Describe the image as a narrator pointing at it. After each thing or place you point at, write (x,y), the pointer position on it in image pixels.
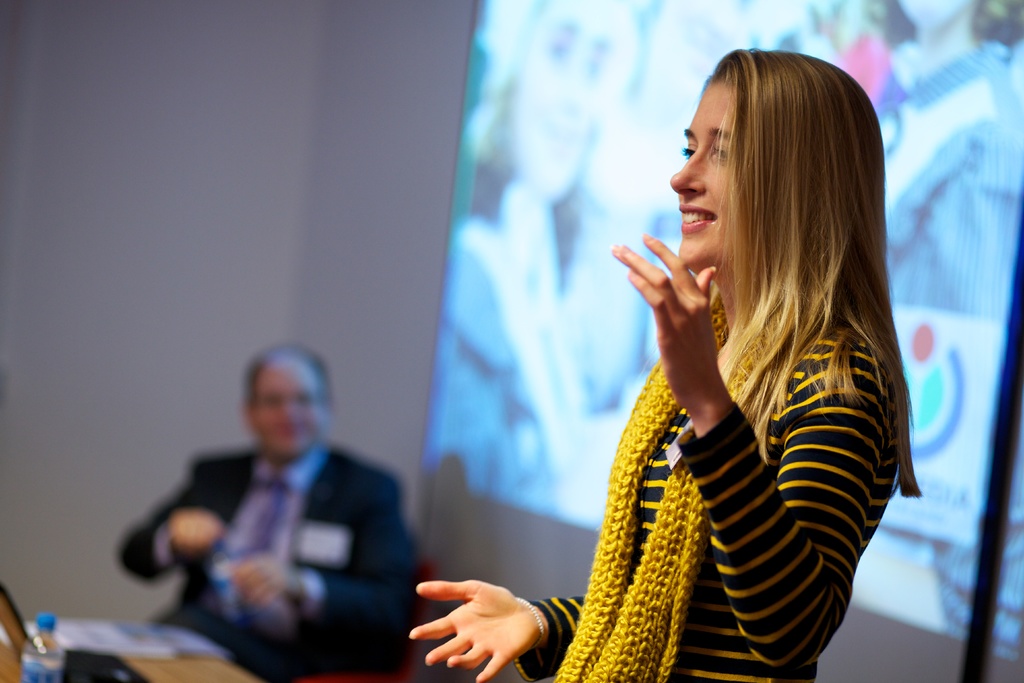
On the right side of the image (729,436) we can see a lady (729,436) is standing and talking. On the left side of the image (252,612) we can see a man (252,496) is sitting and holding a bottle (228,562). At the bottom of the image (225,676) we can see a table (226,663). On the table (215,663) we can see laptop (98,664), bottle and paper (132,636). In the background of the image (1023,248) we can see the wall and screen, pole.
